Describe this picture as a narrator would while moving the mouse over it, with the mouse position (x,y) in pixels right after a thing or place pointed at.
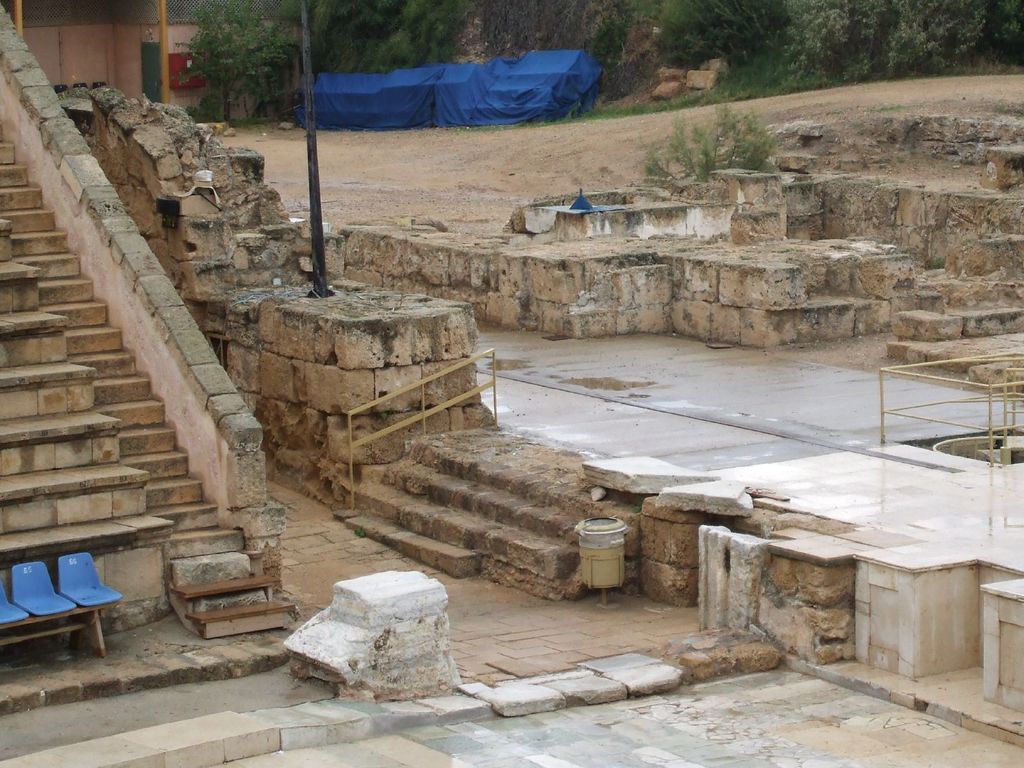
In the image in the center (484,422) we can see wall (182,414), staircase (177,533), attached chairs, fence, blue color object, plants (742,136) and poles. In the background (847,17) we can see trees (842,18), blue color curtain (388,108), stones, grass (717,89), wall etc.
